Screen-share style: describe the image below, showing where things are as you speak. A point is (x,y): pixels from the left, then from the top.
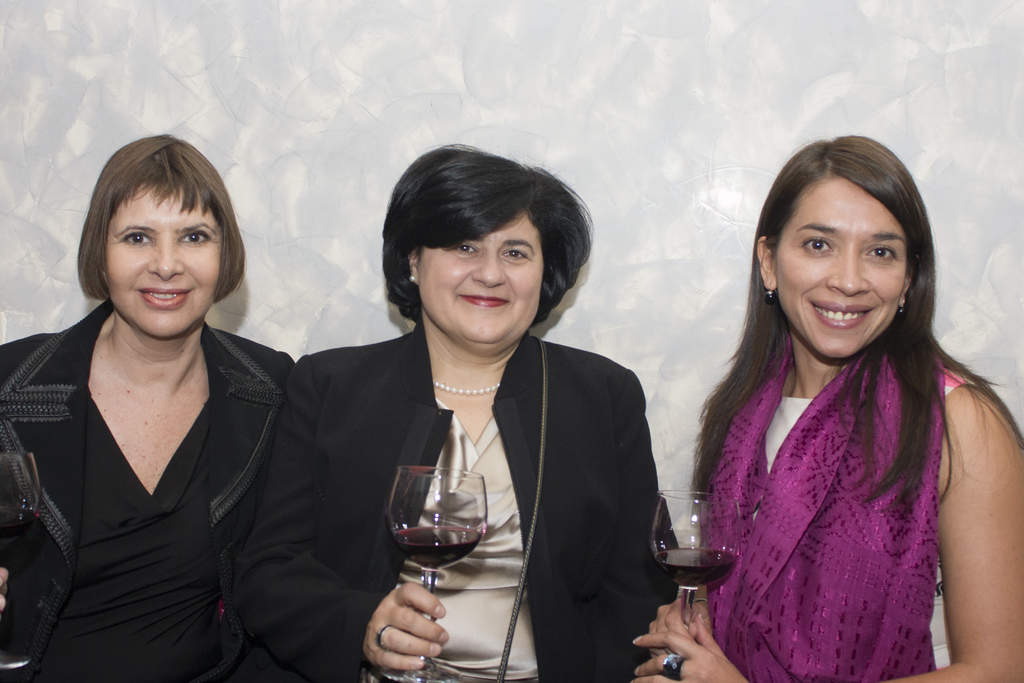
In this image there are three women (613,411) standing. The second women (422,258) is holding a glass (445,541) and the third woman (812,323) is smiling.
